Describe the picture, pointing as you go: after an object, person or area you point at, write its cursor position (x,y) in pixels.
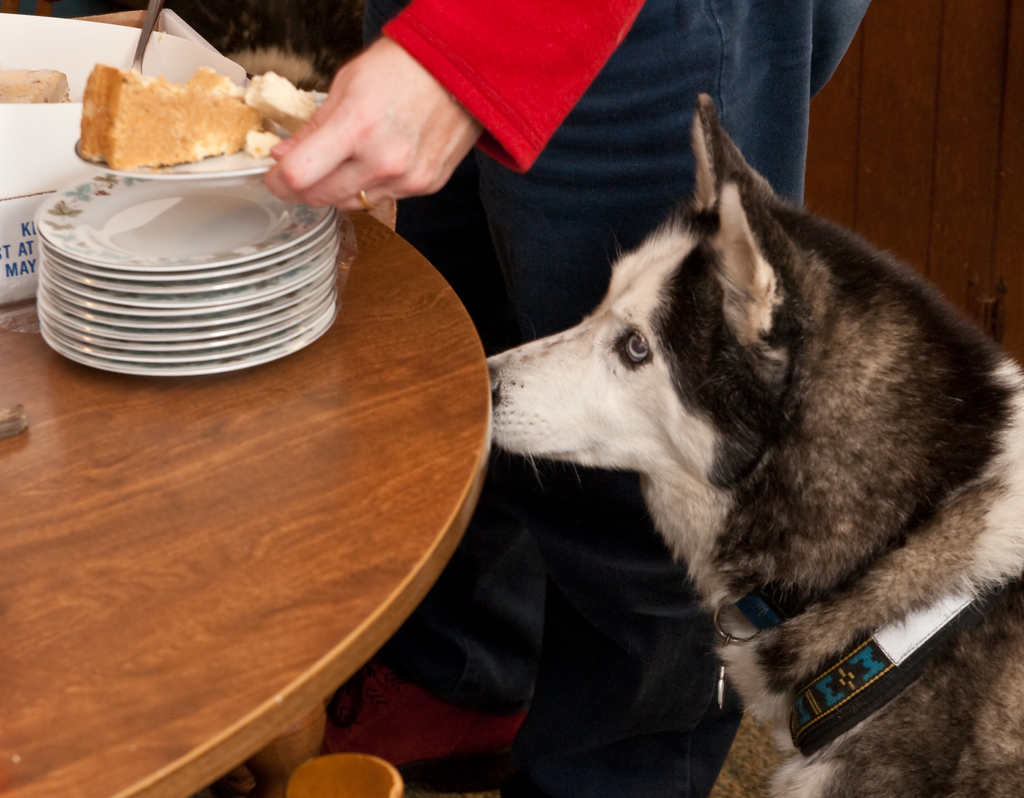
There is food (100,120) and plates (180,242) on a table (218,567). On the right (732,536) there is a dog (776,496) and a person (659,200) holding food (176,134) in the plate (200,162).
